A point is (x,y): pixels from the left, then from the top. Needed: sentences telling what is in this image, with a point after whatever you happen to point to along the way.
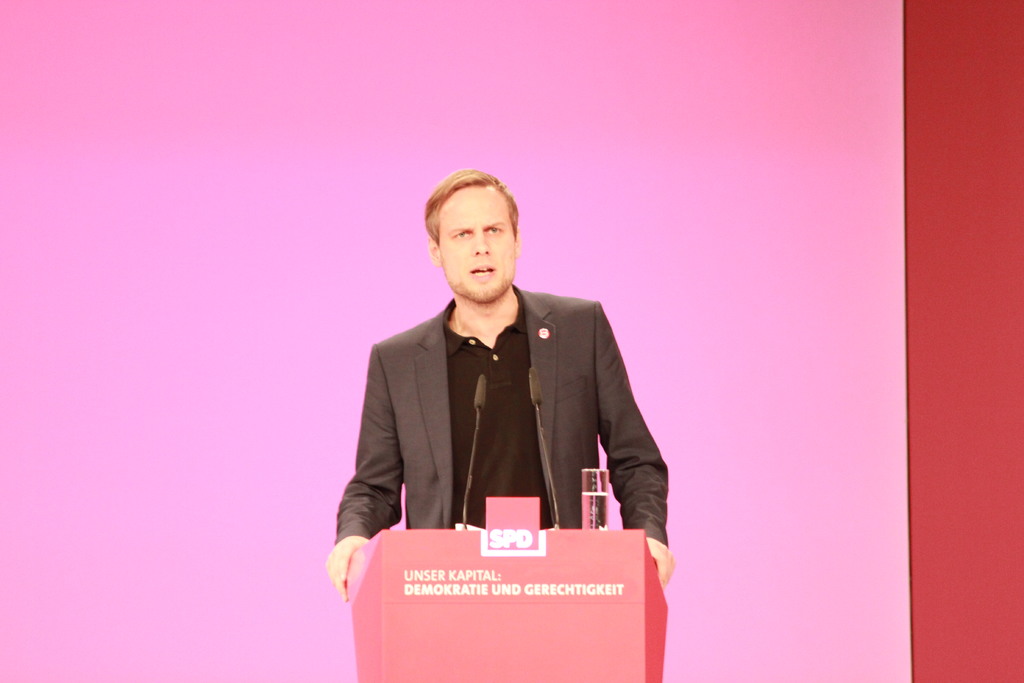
In this image, we can see a person (619,367) on the pink background (165,501). There is a podium (554,611) at the bottom of the image (466,597).
